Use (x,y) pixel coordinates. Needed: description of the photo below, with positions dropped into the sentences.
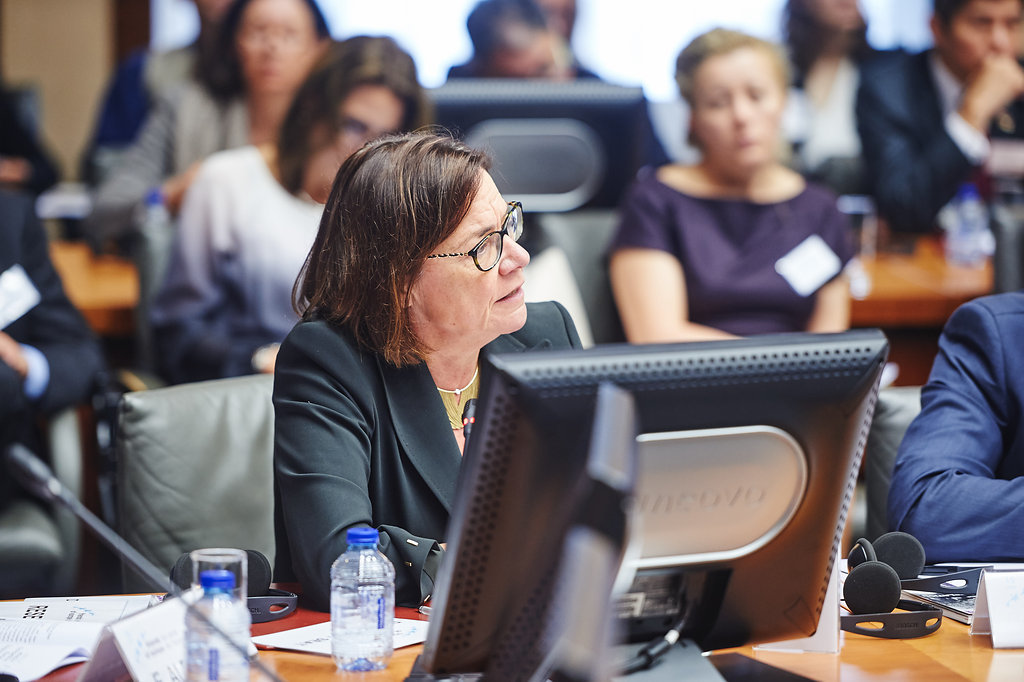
In this image I can see number of people (933,84) are sitting on chairs (149,414). Here on this table (397,612) I can see few bottles (212,647), a monitor (522,623), a mic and a headphone (972,591). I can see she is wearing a specs (519,223).
